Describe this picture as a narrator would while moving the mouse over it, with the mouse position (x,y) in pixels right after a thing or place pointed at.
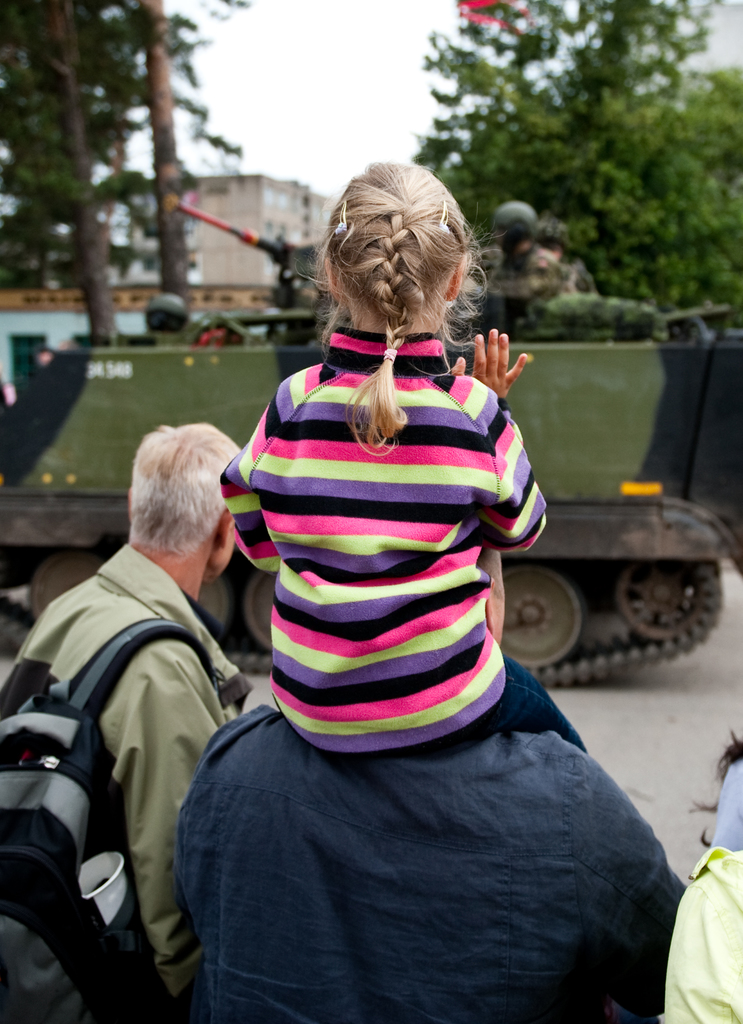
In the foreground (372,517) I can see four persons (367,678). In the background (228,380) I can see a tanker (217,380) and group of people (536,286), trees (559,173) and buildings (309,186). On the top (223,109) I can see the sky (265,117). This image is taken during a day.
